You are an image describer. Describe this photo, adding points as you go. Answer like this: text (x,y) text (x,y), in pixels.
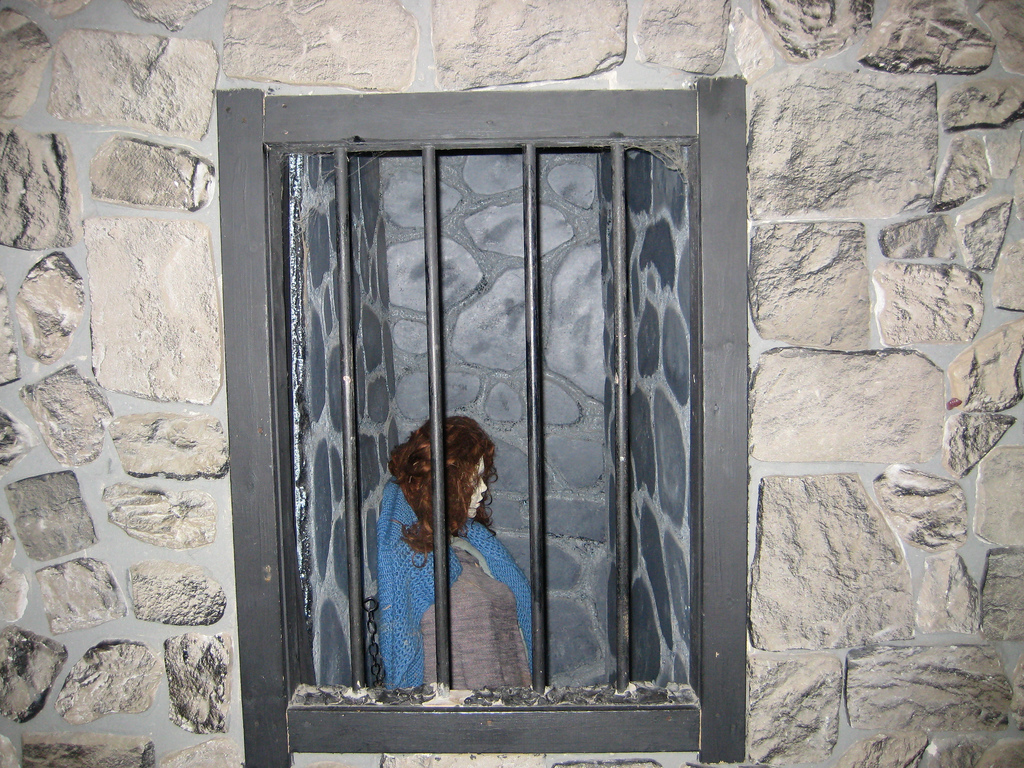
This is an image. In the middle of the image (472,480) there is a mannequin (480,491) inside the prison (364,460). On the right (868,361) and left side of the image (146,281) I can see the wall (857,389).
